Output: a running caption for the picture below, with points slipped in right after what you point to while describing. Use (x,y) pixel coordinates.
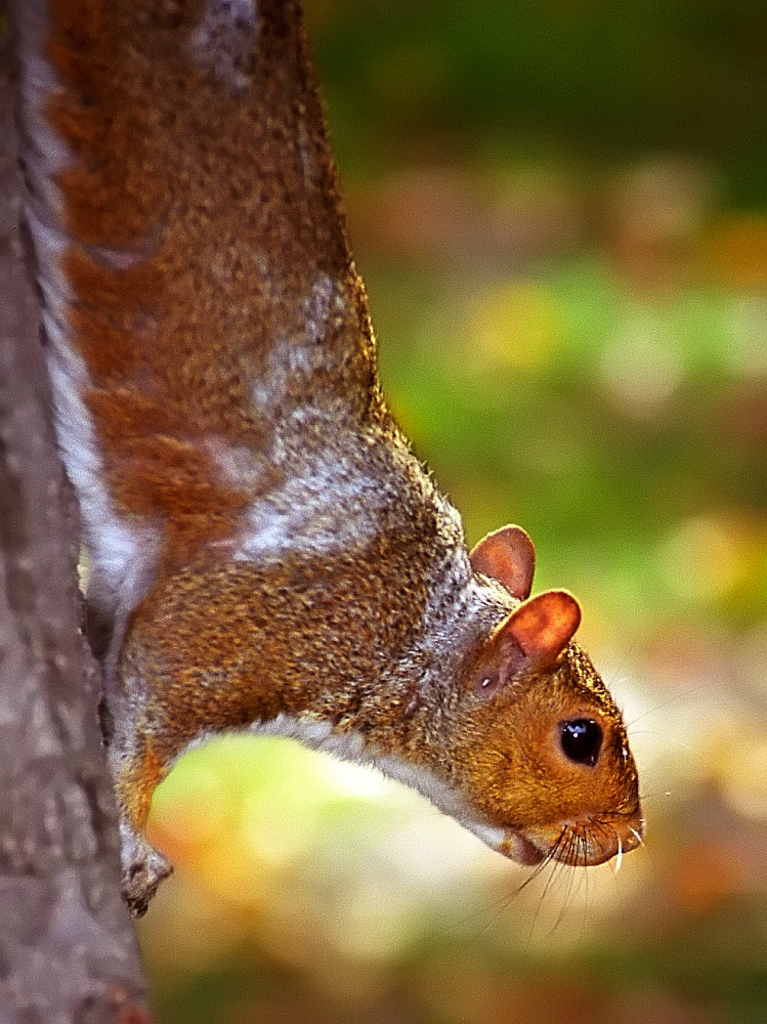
In this picture we can see a squirrel (69,398) on the tree trunk (61,758).
